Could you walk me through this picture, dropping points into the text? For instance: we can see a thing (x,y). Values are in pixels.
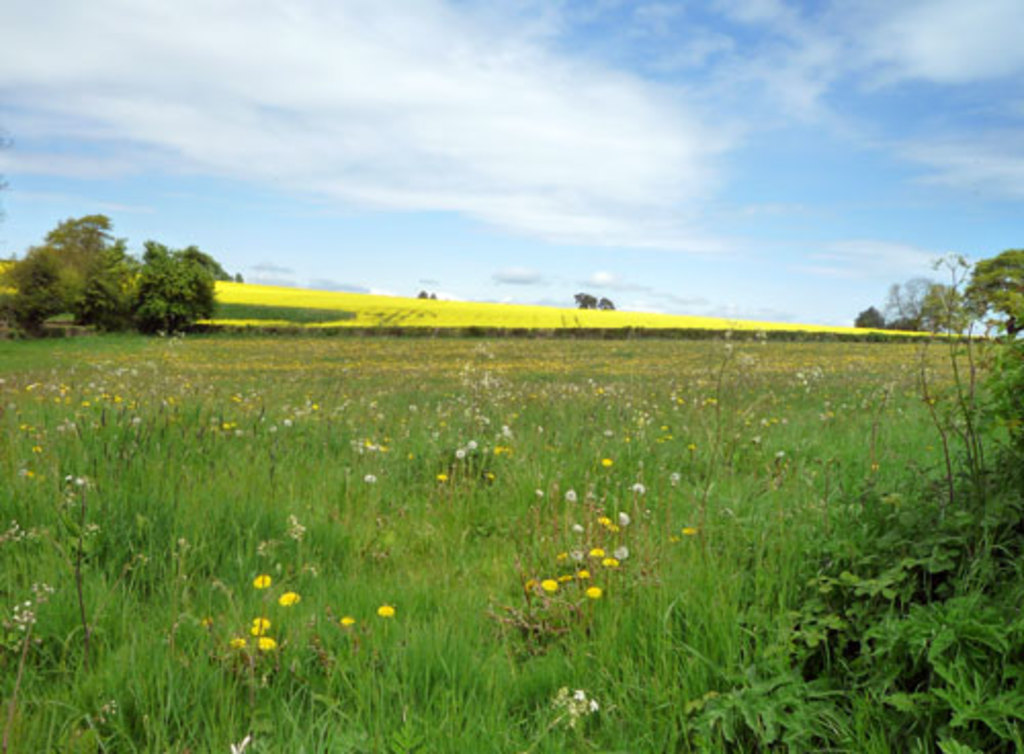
There are flowers (579,552) in this grass (628,572) in the down side and in the left side (101,304) there are trees (160,301). At the top (666,122) it's a blue sky (621,114).
